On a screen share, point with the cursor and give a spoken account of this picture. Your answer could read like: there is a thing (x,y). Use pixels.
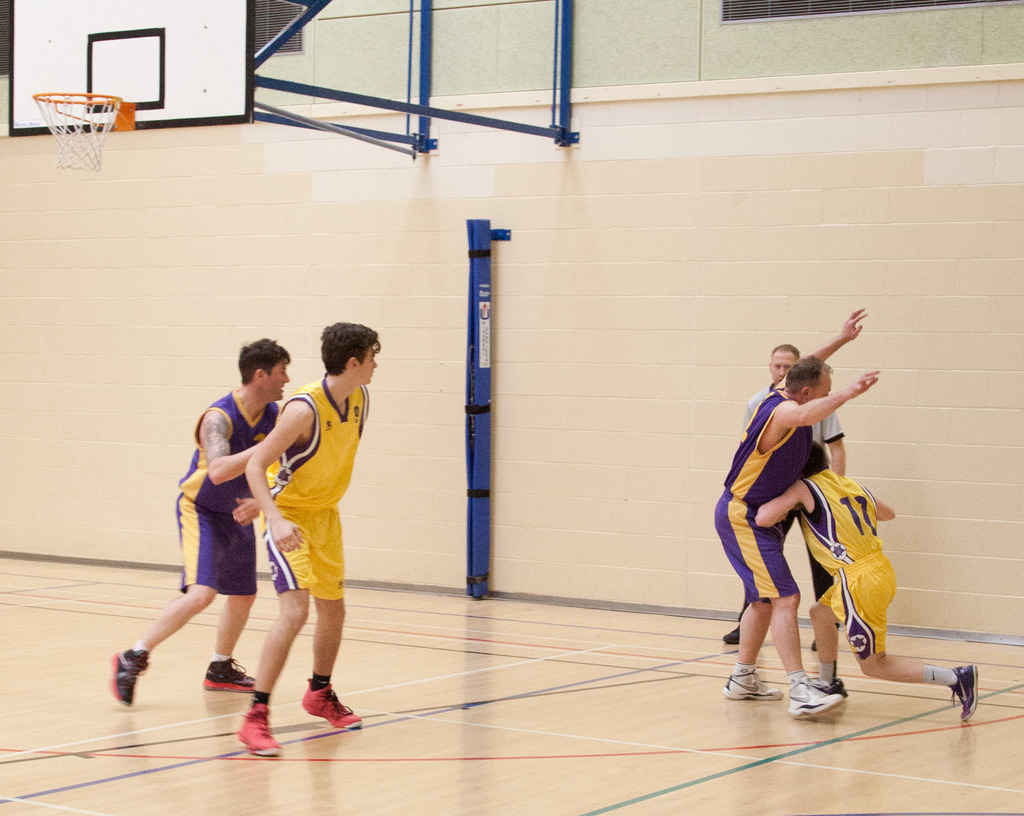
In this picture I can observe four members (772,493) playing basketball in the court (575,760). I can observe violet and yellow color jerseys (296,495). On the top left side (77,93) I can observe a basketball net (64,110). In the background (295,207) there is a wall (704,236).
